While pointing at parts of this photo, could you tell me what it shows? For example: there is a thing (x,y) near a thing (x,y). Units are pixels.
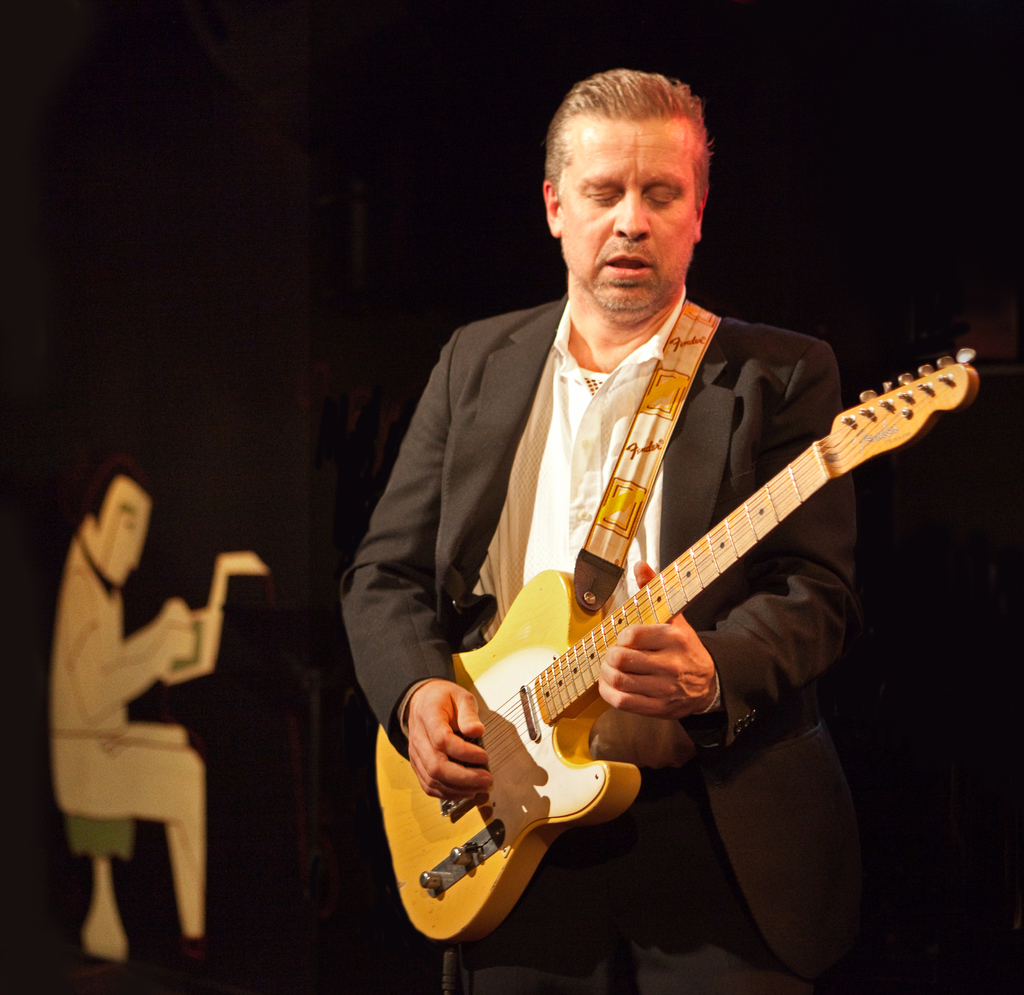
In the image we can see one person (735,664) standing and holding guitar (536,650). In the background (242,404) there is a wall (261,237).
